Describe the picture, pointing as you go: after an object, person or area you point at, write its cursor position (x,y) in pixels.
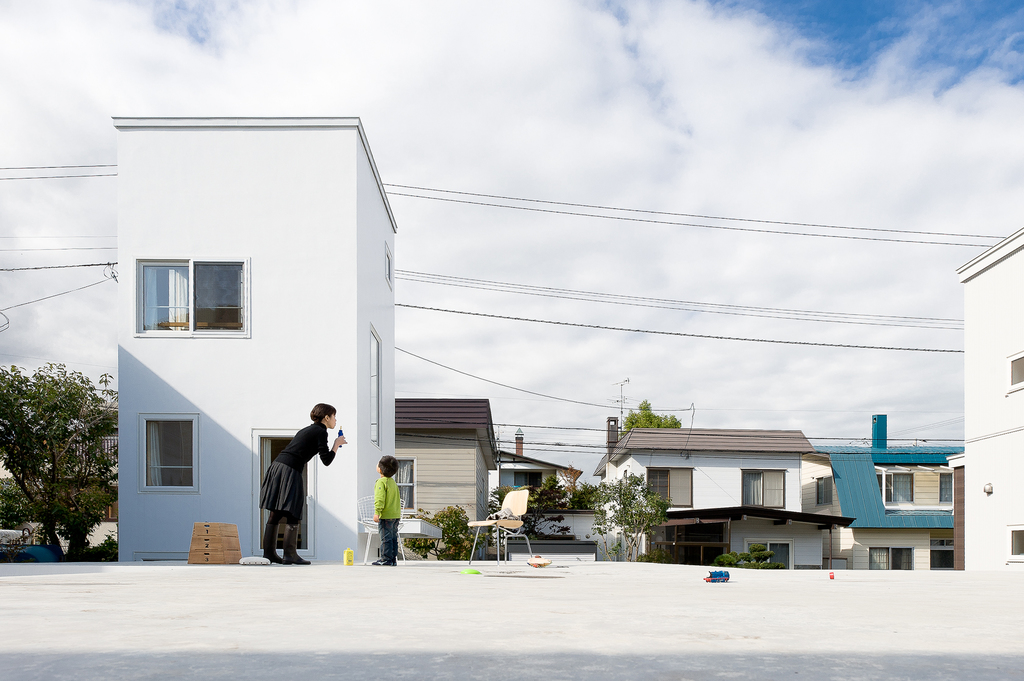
In this picture I can see the path (135,597) in front (205,612), on which there is a chair (514,530), a child (390,484) and a woman (323,414) and I can see other few things (197,552). In the middle of this picture (382,390) I can see number of buildings (479,498), few trees (530,526) and few wires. In the background (269,82) I can see the sky (616,146).
